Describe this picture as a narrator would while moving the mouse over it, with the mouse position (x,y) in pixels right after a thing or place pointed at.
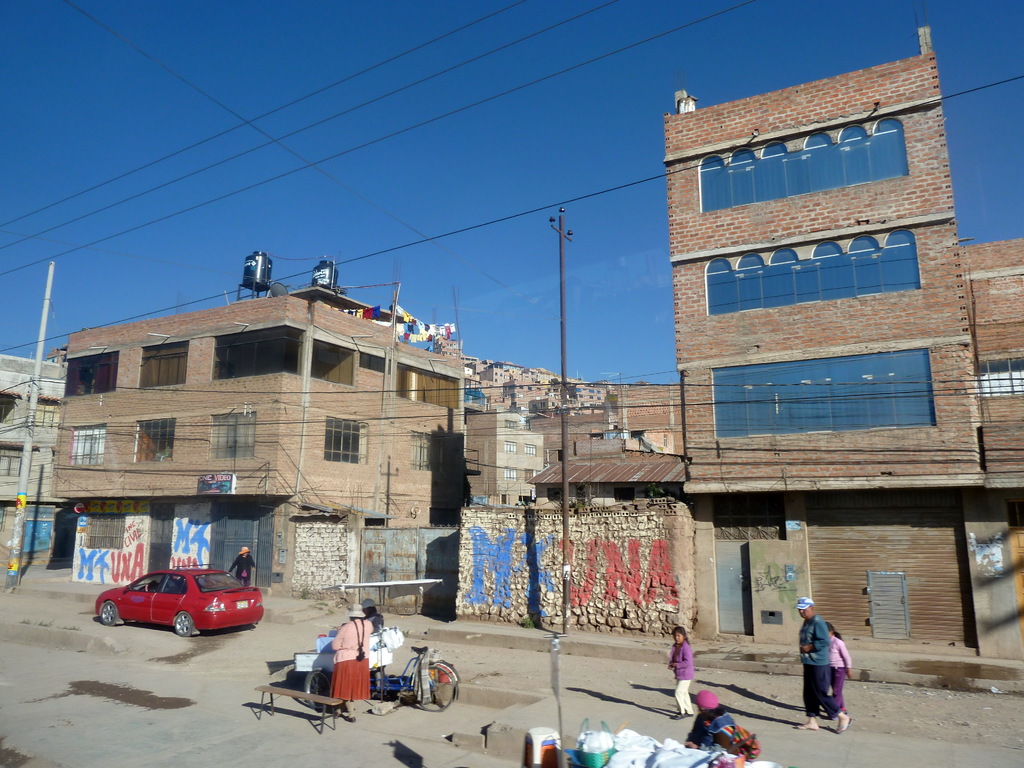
In the center of the image (460,406) there are buildings (1011,557). At the bottom (361,690) we can see bicycles (397,682), cars (143,584), people (344,687), bags (653,738) and poles (30,404). At the top (86,252) there are wires (220,197) and sky (444,158).
